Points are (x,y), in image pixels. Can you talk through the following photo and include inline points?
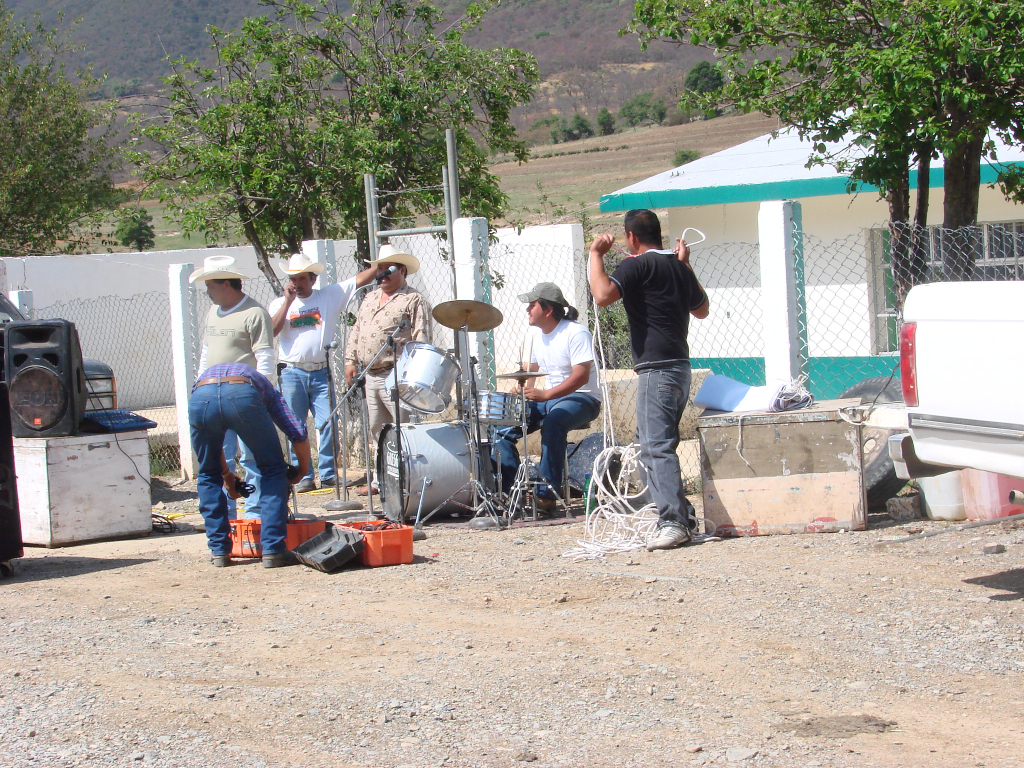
In this image in the center (567,386) there are group of people (281,362) some of them are sitting and some of them are standing and on the background (625,79) there are mountains (535,38) and trees (282,104) are there. And on the right side (901,325) there is a fence (827,278) and one house (813,371) is there and on the left side (131,291) there is wall (128,293) and one sound system (54,409) is there on the table (93,475) and in the center (425,455) there are some drums (409,403).
